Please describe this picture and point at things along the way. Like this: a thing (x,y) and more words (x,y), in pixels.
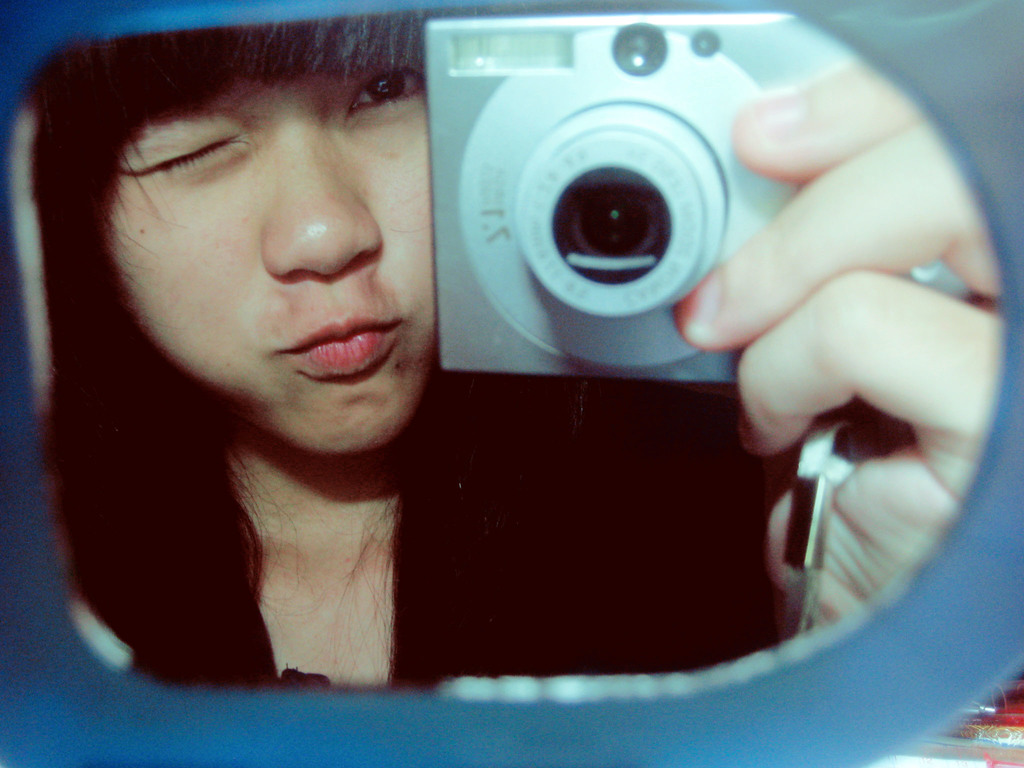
In this image I can see the person (280,314) holding the camera (588,268).
